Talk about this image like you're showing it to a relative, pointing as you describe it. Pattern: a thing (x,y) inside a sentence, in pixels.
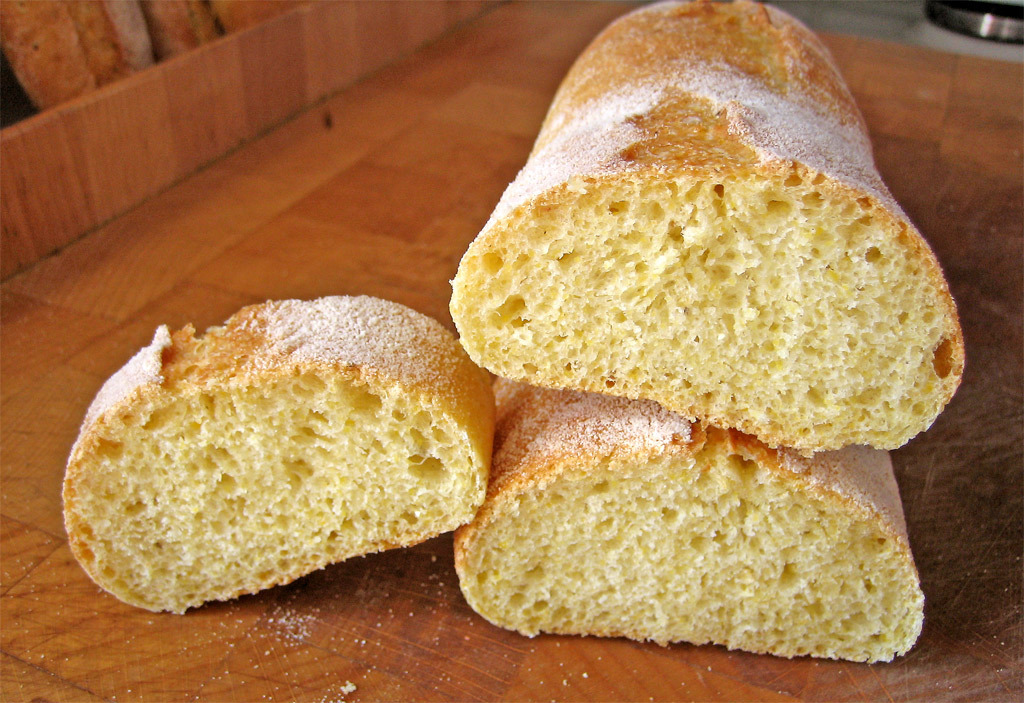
In this image we can see food items (553,536) on the wooden object (78,227).
